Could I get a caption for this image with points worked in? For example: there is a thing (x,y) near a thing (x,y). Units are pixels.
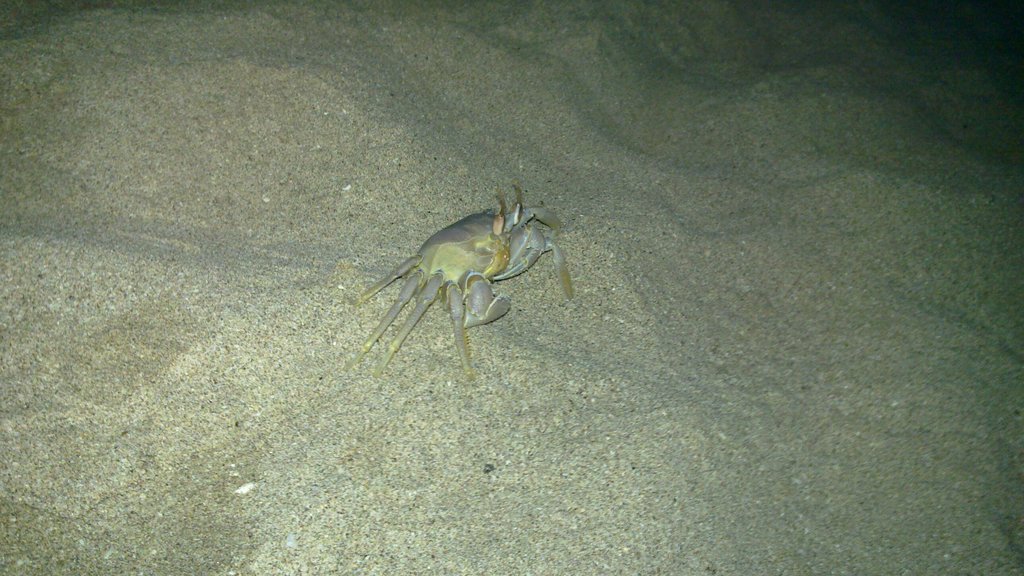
This image consists of sand (554,286), and there is an animal (456,276) in the middle (491,265).
